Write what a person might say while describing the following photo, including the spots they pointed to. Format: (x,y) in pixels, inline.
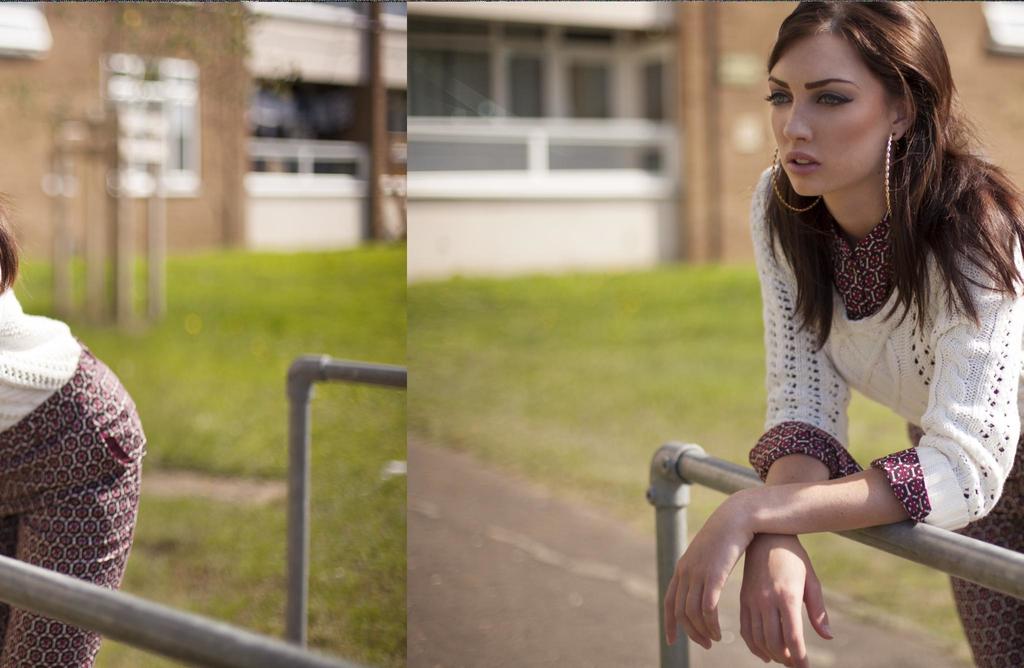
Here we can see a collage picture. In the picture we can see a woman (879,321), grass (595,457), rods (229,631), and a building (354,153).
